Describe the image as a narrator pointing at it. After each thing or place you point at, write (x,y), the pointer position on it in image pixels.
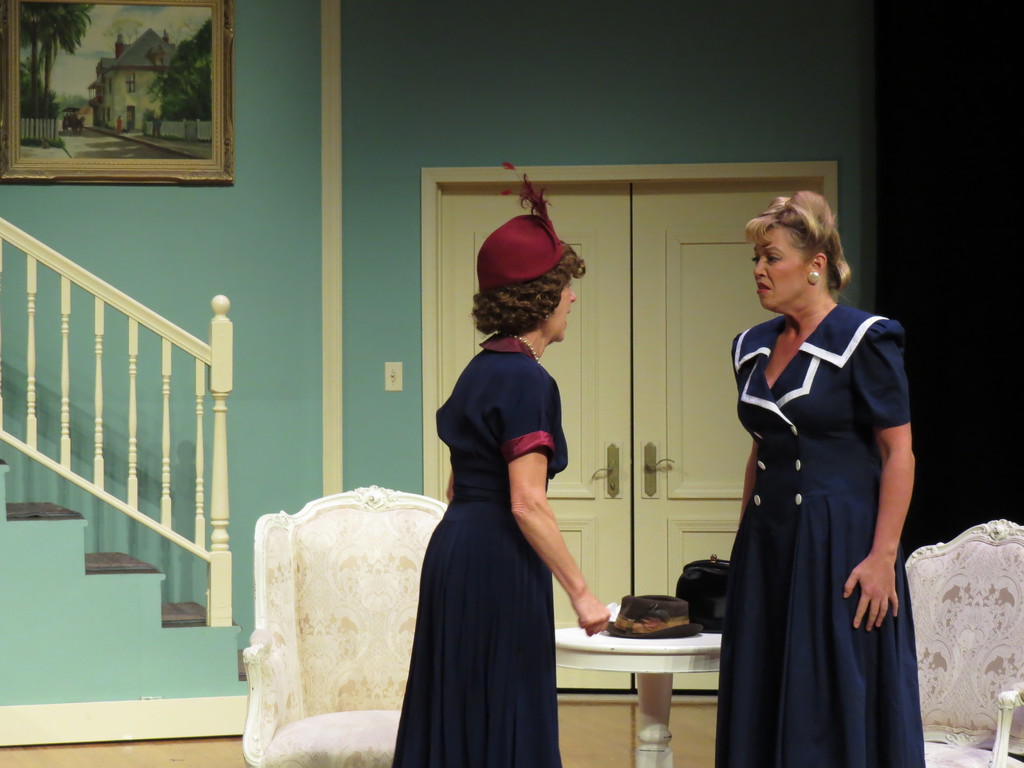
In this picture I can see 2 women (756,337) in front (837,378) who are wearing dark blue color dress (524,402) and behind them I see a table (634,642) on which there is a hat (667,610) and a black color thing (693,591) and I see 2 chairs (347,580). In the background (554,373) I can see the doors (629,188), stairs (98,590) and a photo frame (220,145) on the wall (306,195).
